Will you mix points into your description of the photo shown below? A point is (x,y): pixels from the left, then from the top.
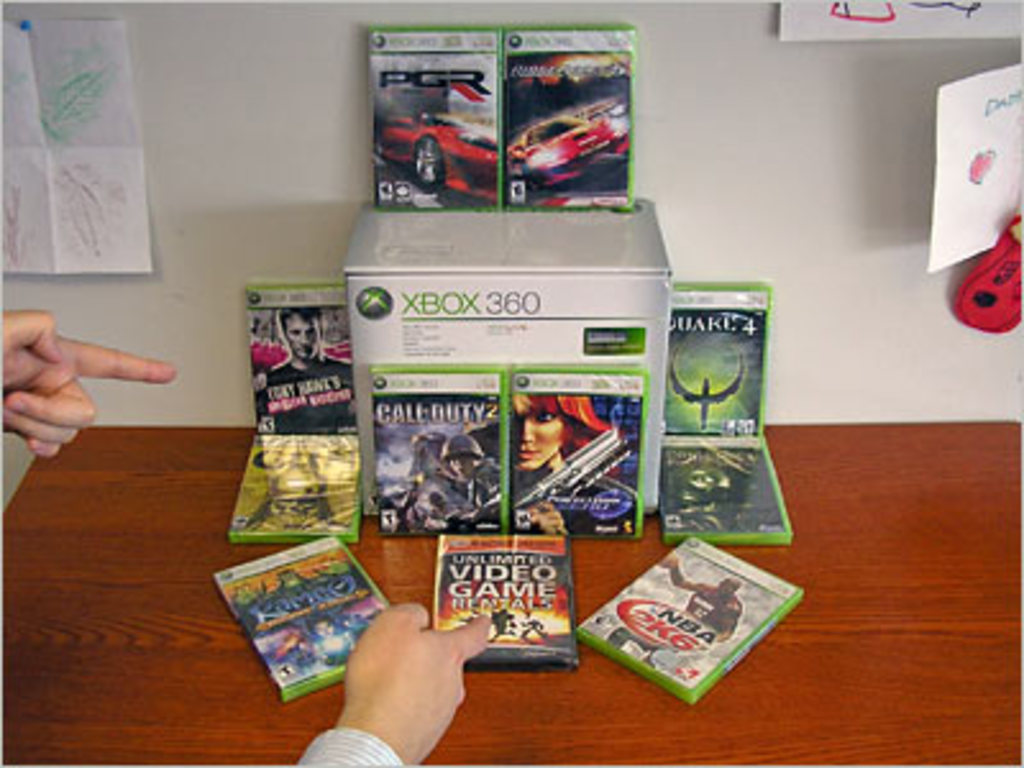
In this picture I can see there are few compact discs (389,446) placed on the wooden table (380,581), there is a carton box (436,249) placed on the table (46,541) and the wall (504,24) in the backdrop (260,61) has papers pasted on it. There is a person (127,356) pointing at the CD's (511,435).
